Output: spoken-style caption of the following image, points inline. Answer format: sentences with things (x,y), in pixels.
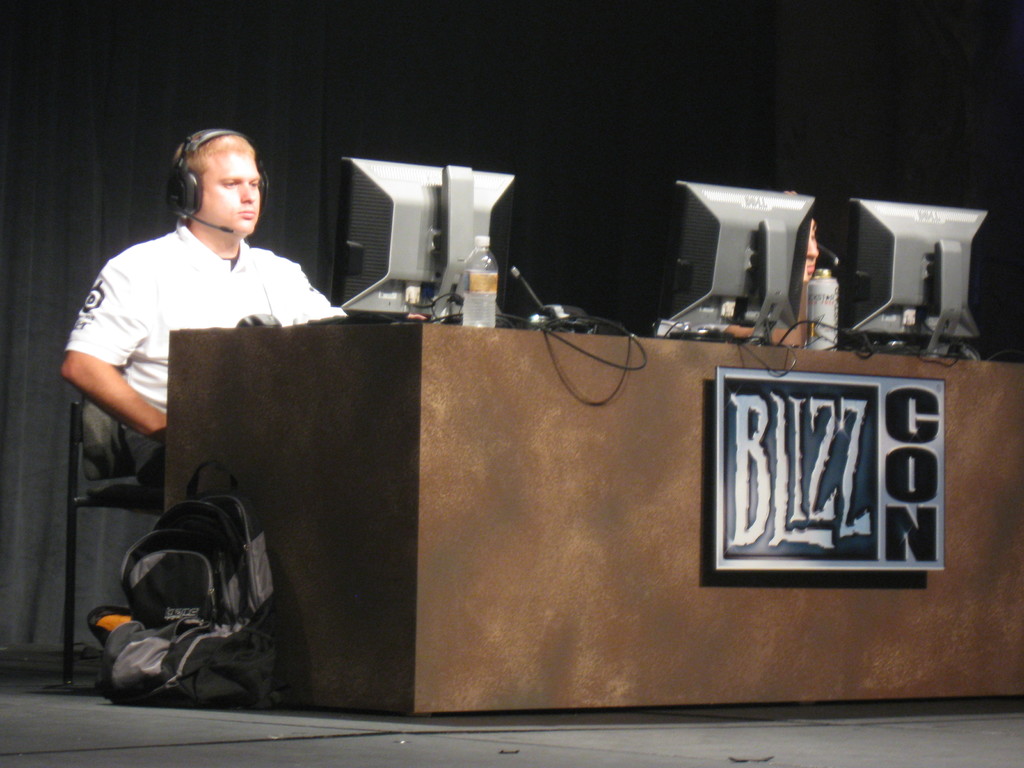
This image is taken indoors. At the bottom of the image (106,721) there is a floor (519,750). In the background (86,201) there is a cloth (52,361) which is black in color. In the middle of the image (507,448) there is a table (493,448) with three monitors (391,297) and a few objects (726,325) on it. There is a board (795,464) with a text (741,479) on the table (676,481). A man (193,207) and a woman (786,332) are sitting on the chairs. On the left side of the image (143,579) there is a backpack (163,643) on the floor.
